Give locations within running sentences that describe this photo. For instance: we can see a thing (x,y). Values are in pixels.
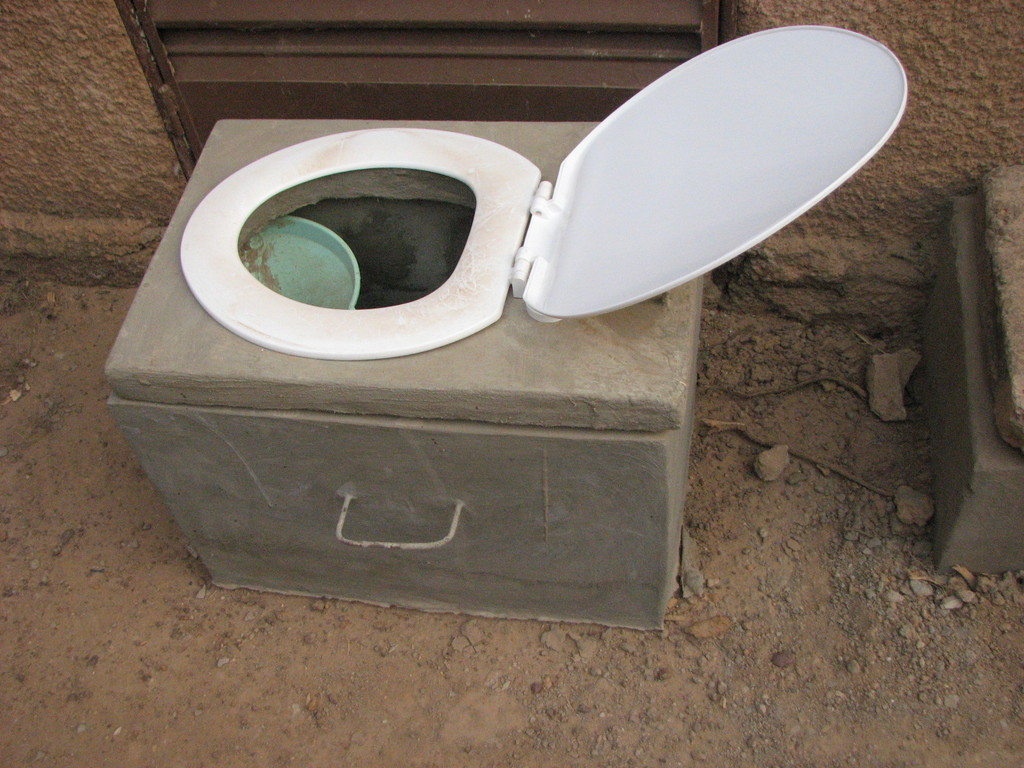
In the center of the image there is a toilet seat (702,137). At the bottom of the image (267,640) there is sand (658,679). In the background of the image (898,22) there is wall (778,16).
